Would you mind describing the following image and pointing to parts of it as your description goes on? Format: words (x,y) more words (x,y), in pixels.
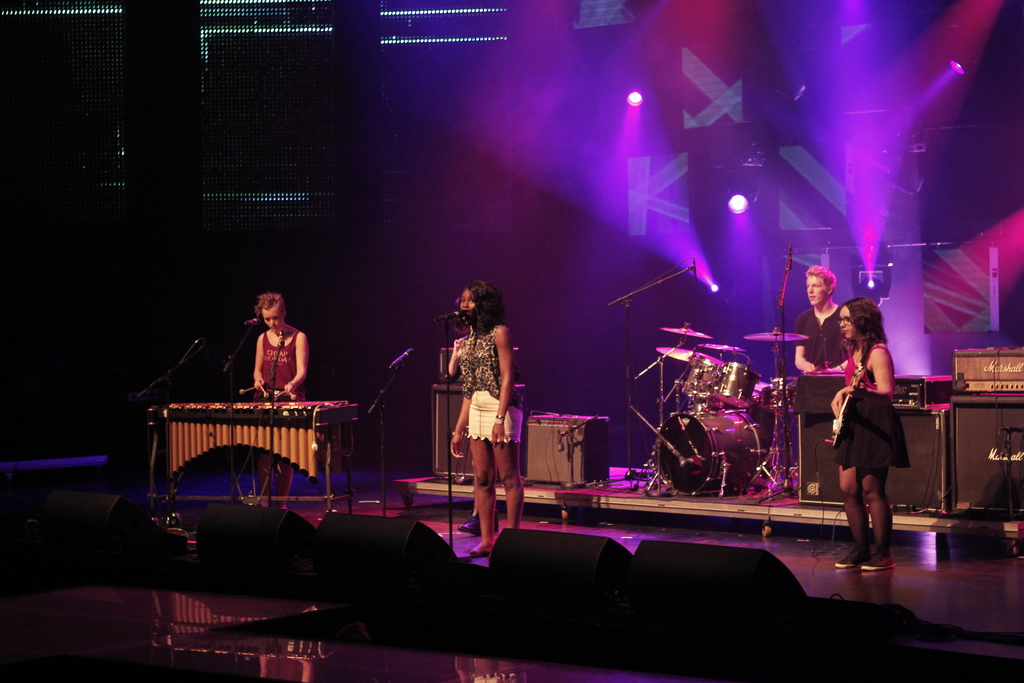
This picture shows four people (272,310) performing on the dais (842,574) with the help of a musical instruments (226,419) and a microphone (445,319).
